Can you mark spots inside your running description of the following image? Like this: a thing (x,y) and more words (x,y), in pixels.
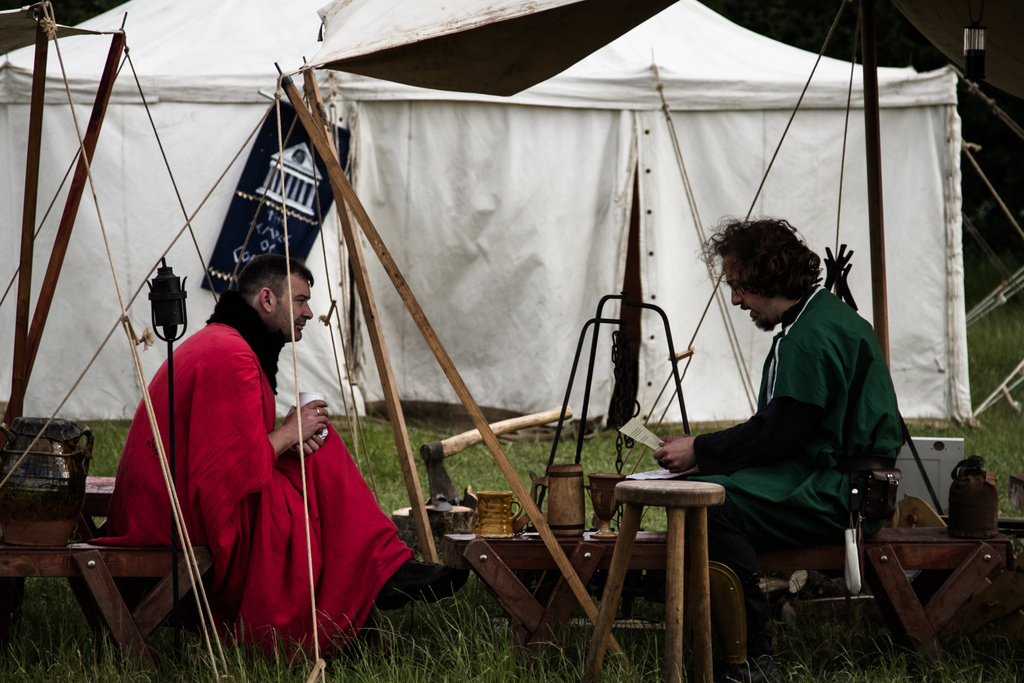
This picture is clicked outside. In the foreground (260,545) we can see the two persons (717,474) sitting on the wooden tables (890,564) and holding some objects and we can see there are some wooden objects (459,445) and a stool (663,498) are placed on the ground (532,466) and we can see the green grass (521,451), wooden poles (391,274), ropes (819,53) and the tent (367,135).
